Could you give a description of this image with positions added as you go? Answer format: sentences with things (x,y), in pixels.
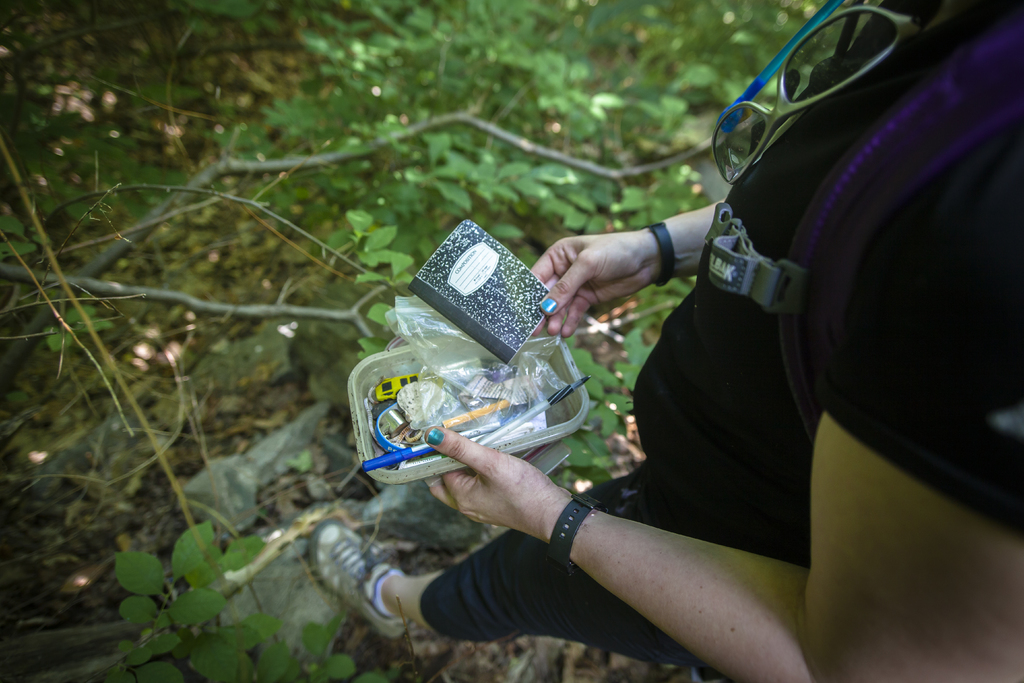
In this image I can see a person (803,421) wearing black colored dress (765,409) is standing and holding a box (569,415) in his hand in which I can see few other objects (534,405) and a small book (519,263). In the background (504,97) I can see few trees (429,129) and the ground (508,649).
